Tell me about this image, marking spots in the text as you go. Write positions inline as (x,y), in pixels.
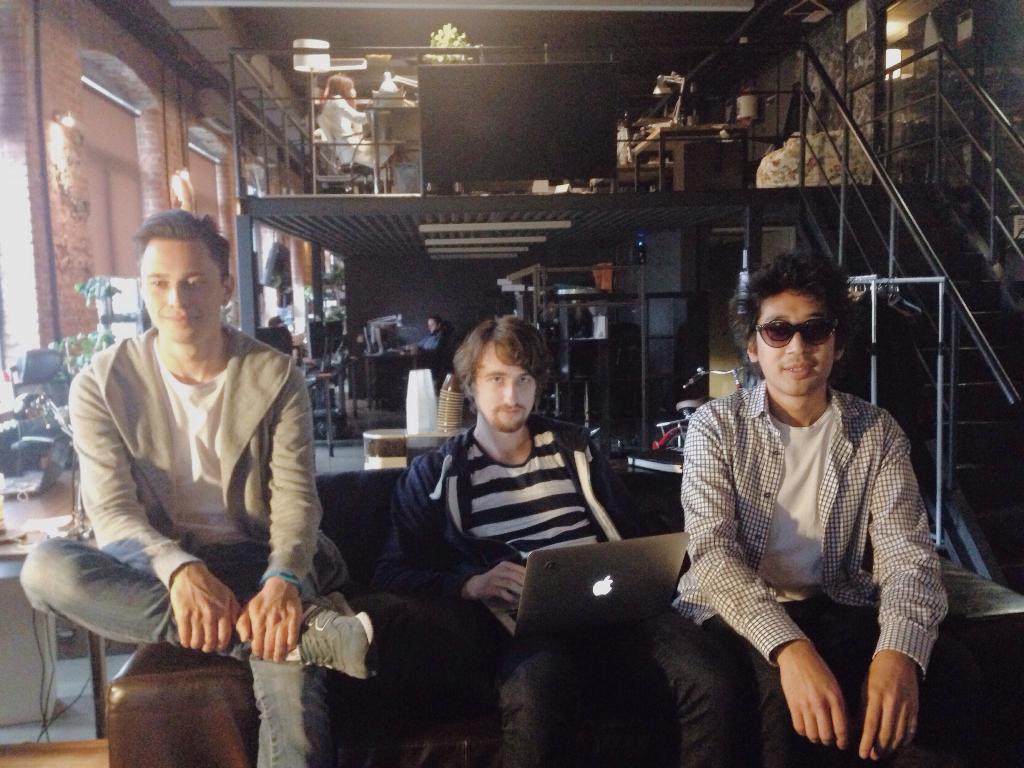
In this image we can see the three persons (447,538) sitting on the sofa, among them one person (523,581) is holding a laptop (565,576), there are poles (906,280), railings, people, bicycle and some other objects (858,166), also we can see the stairs (861,204).
